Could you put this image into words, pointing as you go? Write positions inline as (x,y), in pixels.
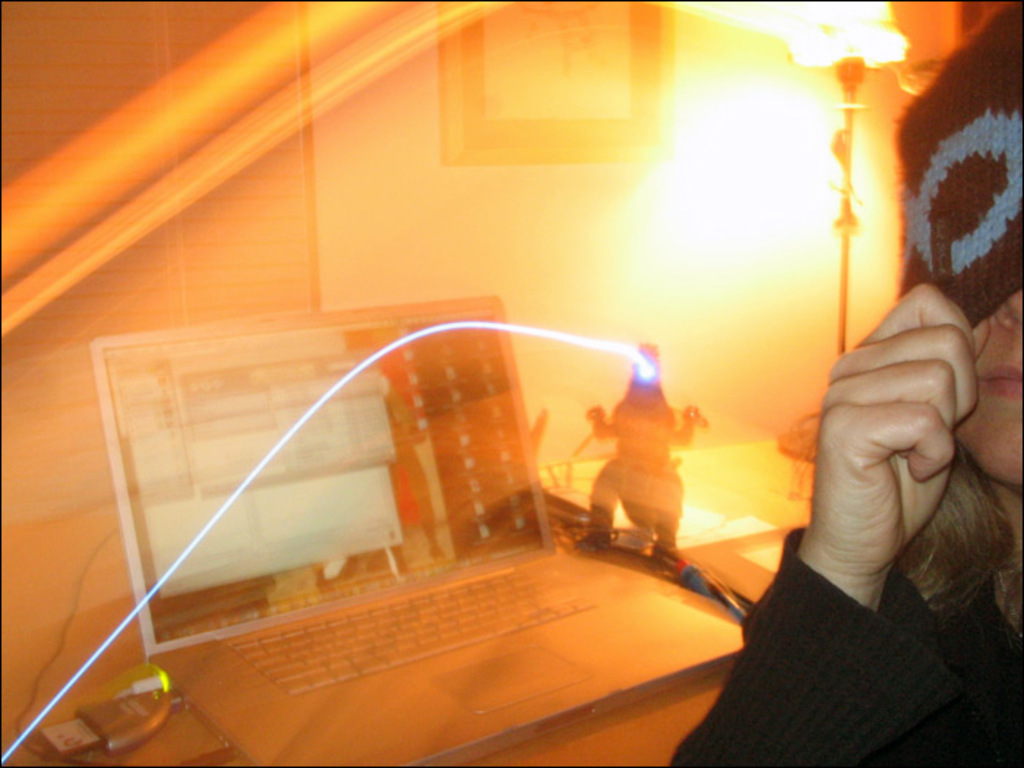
In this image I can see a person (932,477). Here I can see a laptop (347,579), a toy (599,481) and some other objects (558,506) on a table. Here I can see a wall (420,151) which has a photo (628,88) on it.
